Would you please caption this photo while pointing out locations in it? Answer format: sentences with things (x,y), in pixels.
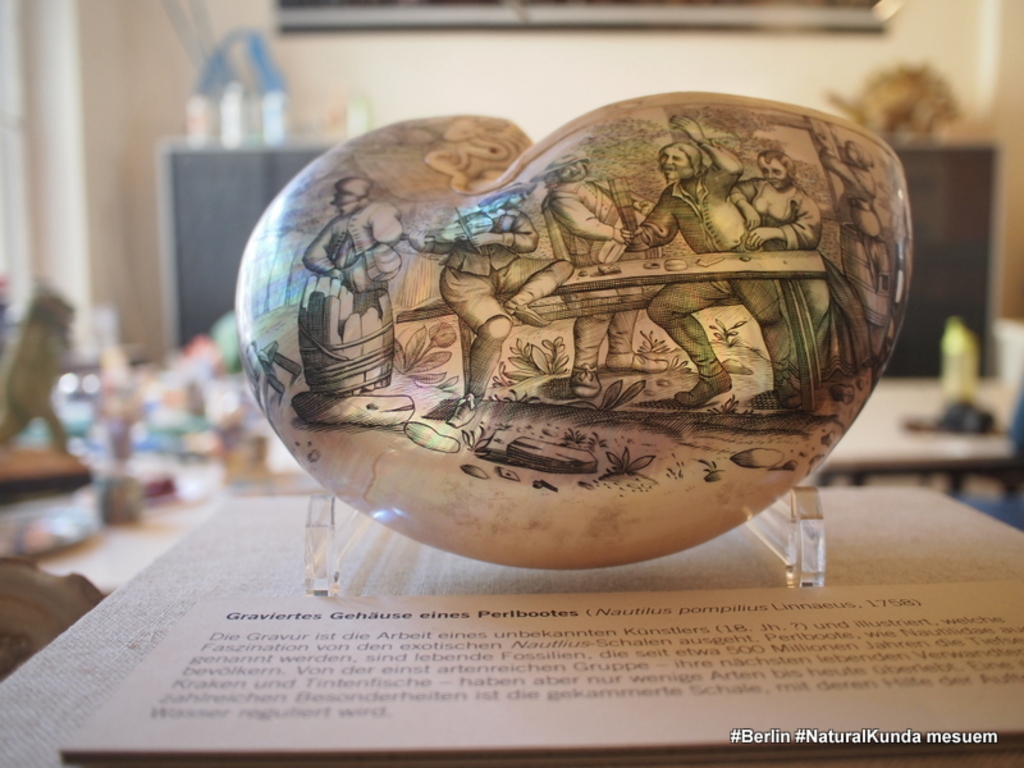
In this picture there is a shell (295,399) kept on table (107,654) and on the shell (592,231) I can see image of persons (712,390), in front of shell (810,402) I can see a text (478,647) visible on board (574,695), in the background (544,62) it might be the wall (146,66) and sculpture (910,89) kept on table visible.
